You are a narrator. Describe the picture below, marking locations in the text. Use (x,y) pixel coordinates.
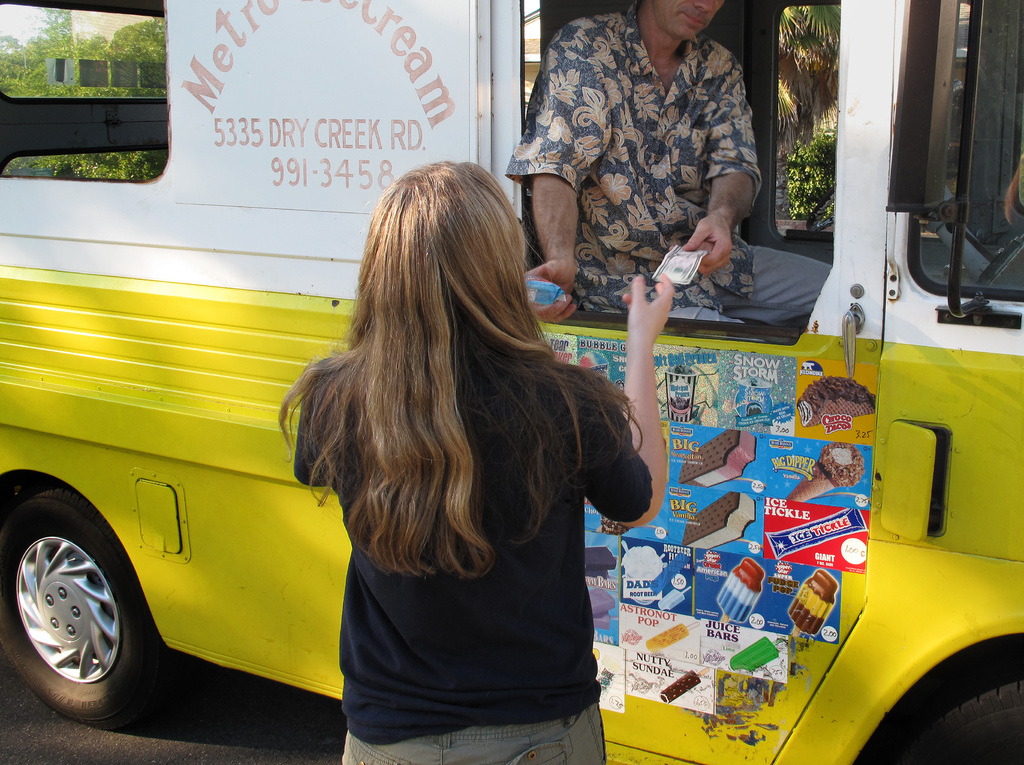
In the picture there is a vehicle (364,124) and a woman (458,314) is collecting ice cream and cash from a person (673,163) sitting in the vehicle (159,300), the vehicle (54,341) is in yellow and white color.
